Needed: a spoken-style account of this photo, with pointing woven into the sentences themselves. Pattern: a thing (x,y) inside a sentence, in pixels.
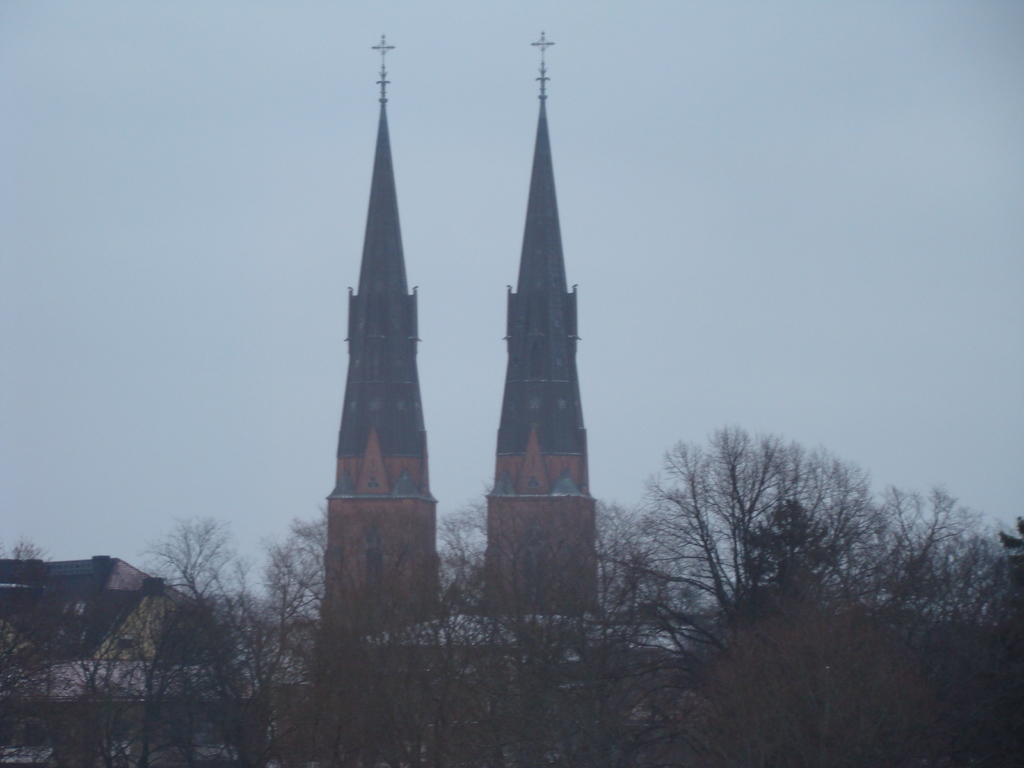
In this picture I can see the trees (425,671) at the bottom (441,665), in the background (359,434) they look like the pillars (515,405). At top (504,103) there is the sky (504,105).
